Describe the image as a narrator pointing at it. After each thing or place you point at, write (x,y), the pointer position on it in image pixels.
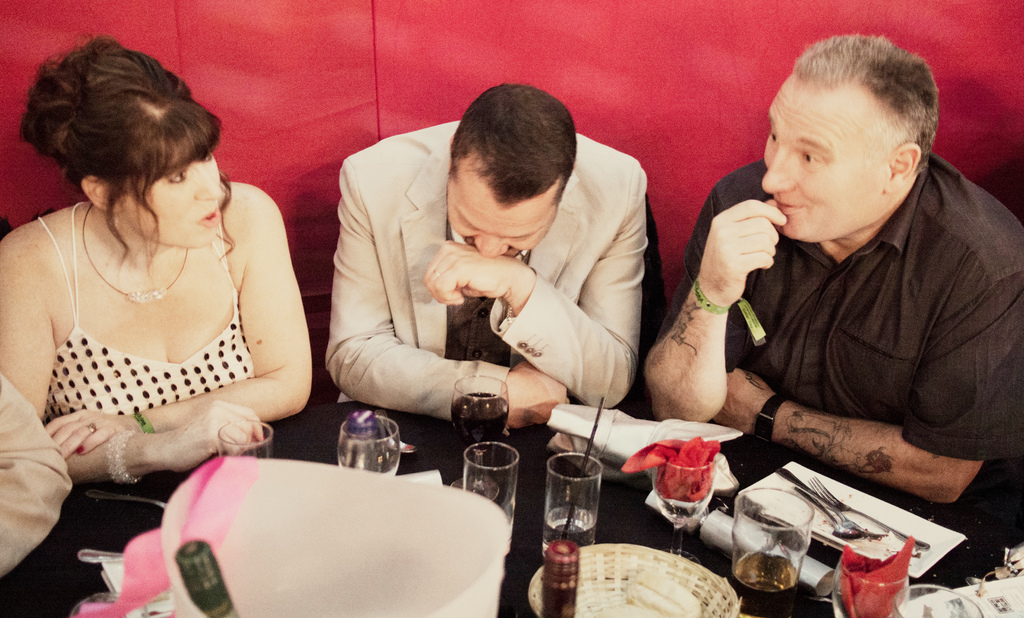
In this picture, we see four people (435,401) sitting on the chairs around the table (519,482). The man (770,360) in the black shirt (787,336) is talking to the woman (255,408) who is wearing a white dress (115,402). In front of them, we see a table (731,494) on which water glass (494,466), glass (759,559) containing cool drink (455,413), tray (938,537), spoon (835,527), fork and tissue papers (661,466) are placed. Behind them, we see a red color sheet (412,96).
